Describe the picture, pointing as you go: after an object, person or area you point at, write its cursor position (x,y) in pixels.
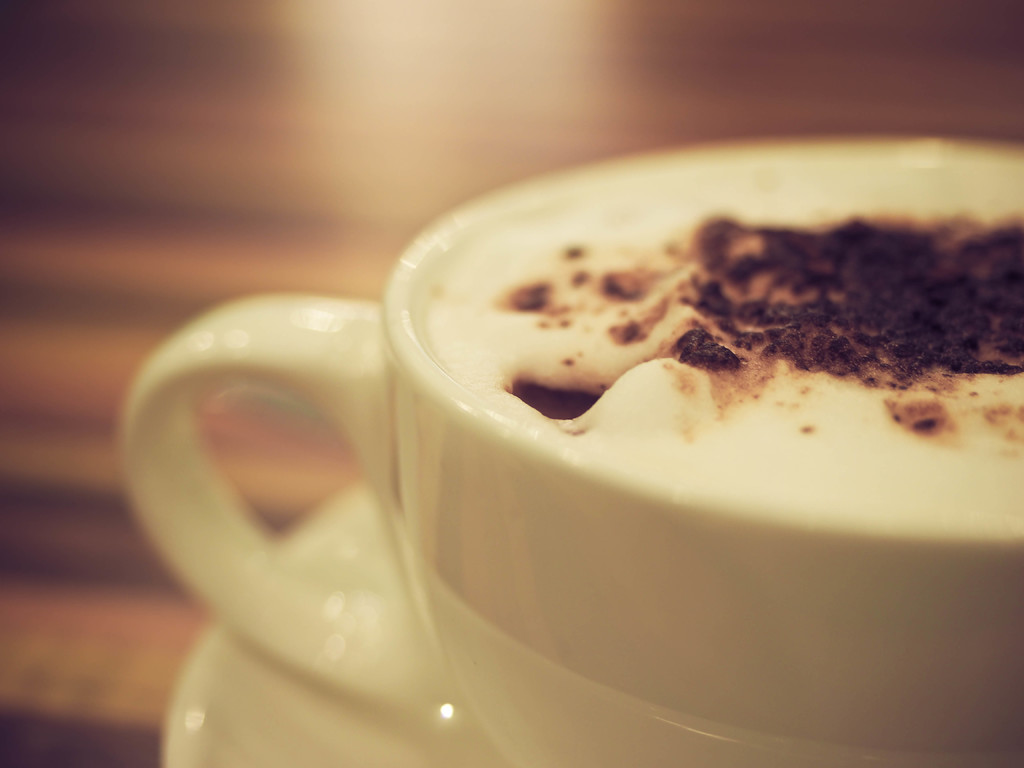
In this image we can see coffee (545,409) which is in cup (241,631).
